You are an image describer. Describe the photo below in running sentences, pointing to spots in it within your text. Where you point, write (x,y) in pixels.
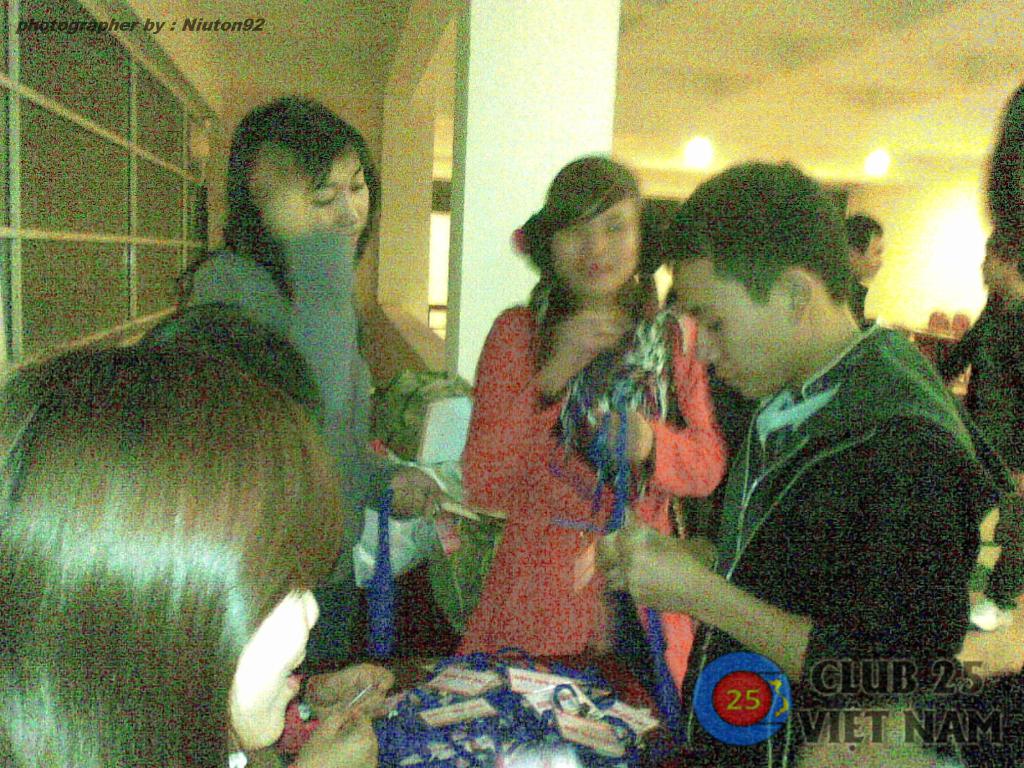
In this picture I can see a group of people (501,407) in the middle (559,491), there is the text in the top left hand side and there is a logo (843,698) in the bottom right hand side (866,713).
